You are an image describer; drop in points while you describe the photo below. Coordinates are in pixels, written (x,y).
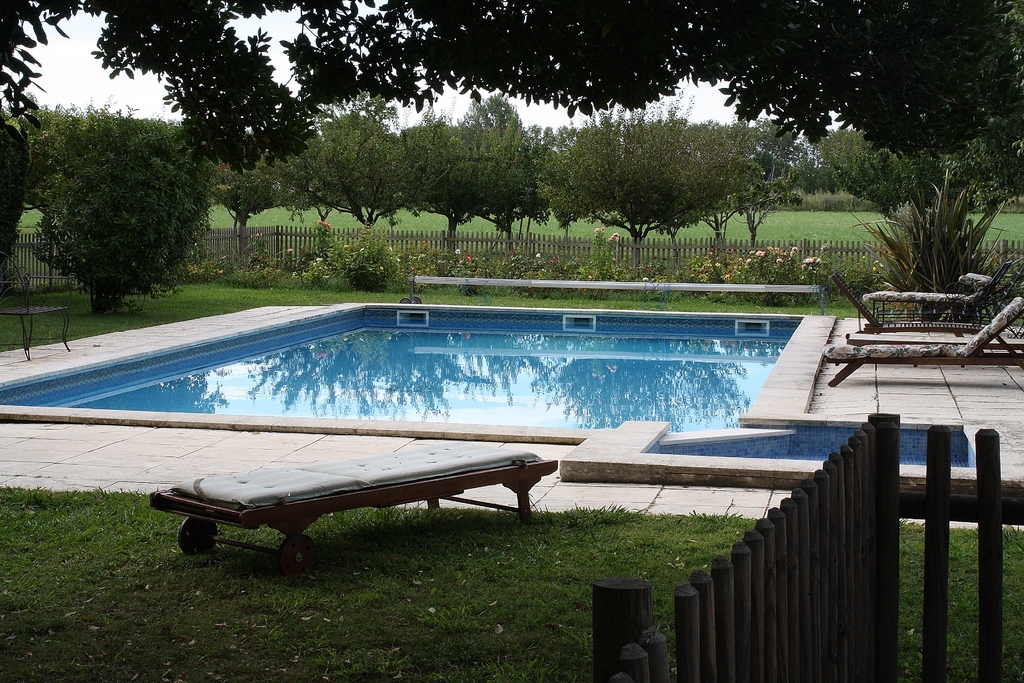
In this image, we can see some water (724,445), resting chairs (934,327), plants (927,263) and trees (140,206). We can see the fence (983,451), a few tables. We can see some grass (36,564) and the reflection of trees (504,337) is seen in the water (476,395). We can see a bench (490,473) and the sky (373,14).
